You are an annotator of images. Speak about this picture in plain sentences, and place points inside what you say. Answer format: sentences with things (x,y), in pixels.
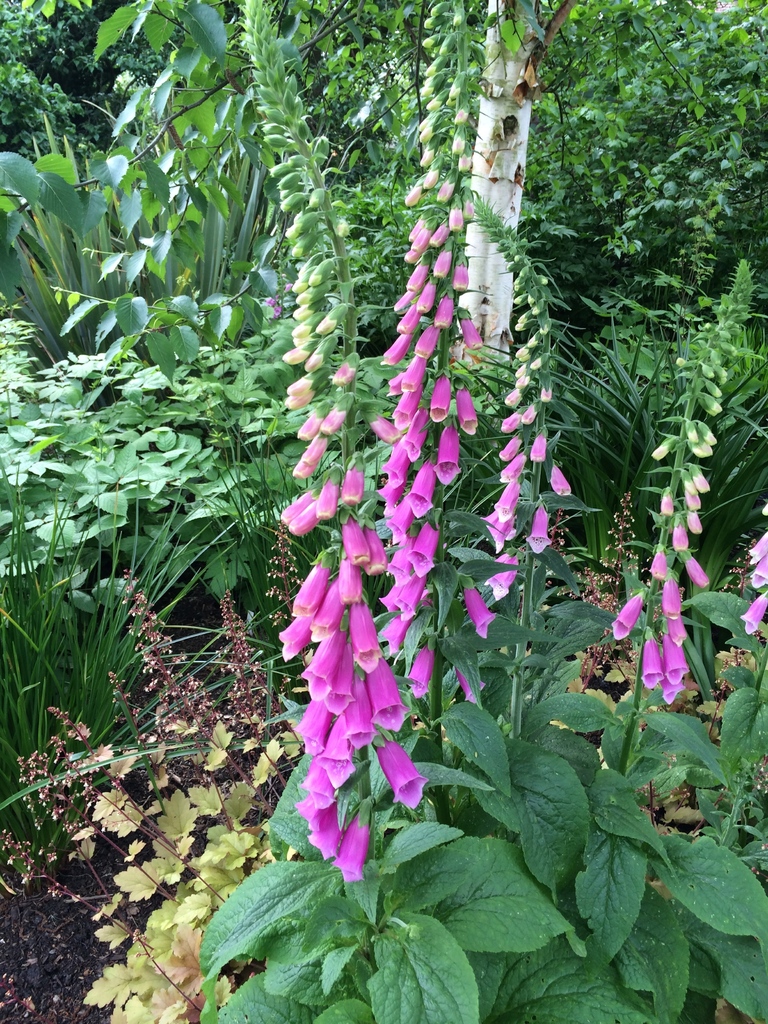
In the image I can see trees (527,631) with flowers (408,611) and leaves (534,643).
